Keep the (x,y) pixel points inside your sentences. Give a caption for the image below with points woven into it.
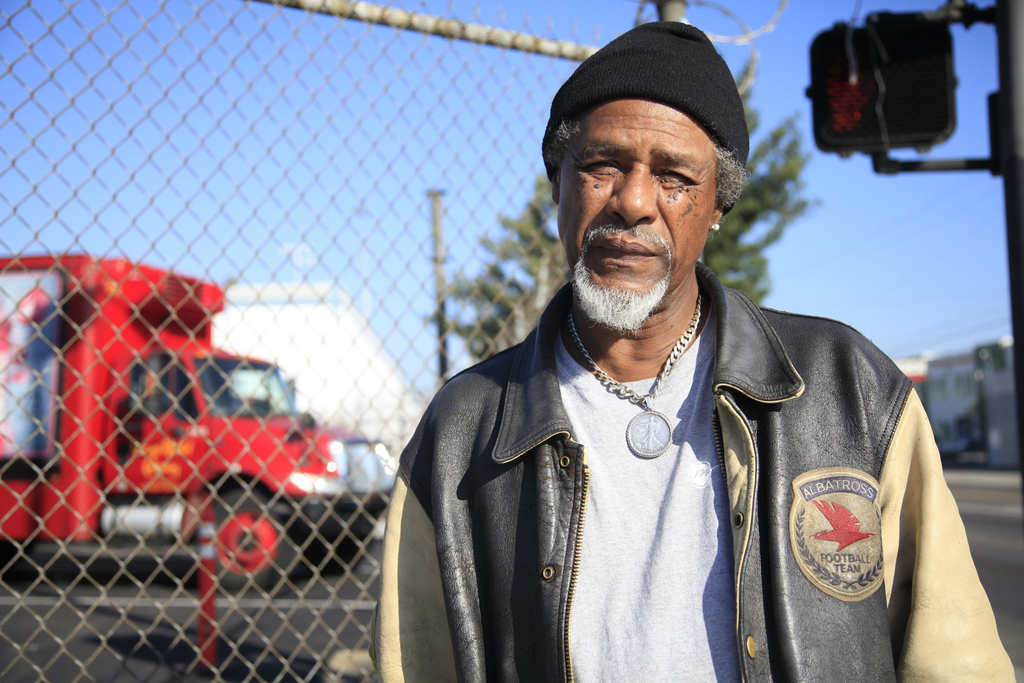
In this image there is a man (641,498) standing. He is wearing a jacket (816,414), a cap (706,96) and a chain (616,390). Behind him there is a net (156,473) to the pole (504,35). To the right (888,107) there are traffic signal lights (924,77) to a pole (1017,141). In the background (989,403) there are houses (960,399), trees (737,244), poles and a road (194,621). There is a truck (156,408) moving on the road (173,615). At the top (285,80) there is the sky (206,87).
